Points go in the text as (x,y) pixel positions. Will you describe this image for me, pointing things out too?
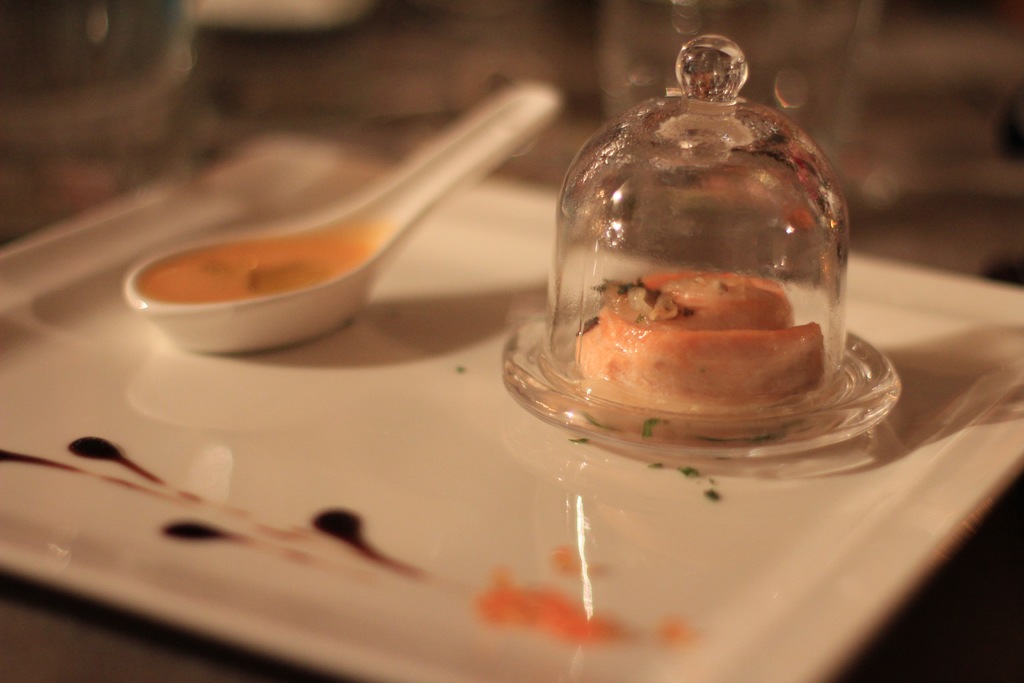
In this picture I can see food items (338,270) in the soup spoon (353,278) and in a glass lid (602,295), which are on the plate (526,201), and there is blur background (899,28).
